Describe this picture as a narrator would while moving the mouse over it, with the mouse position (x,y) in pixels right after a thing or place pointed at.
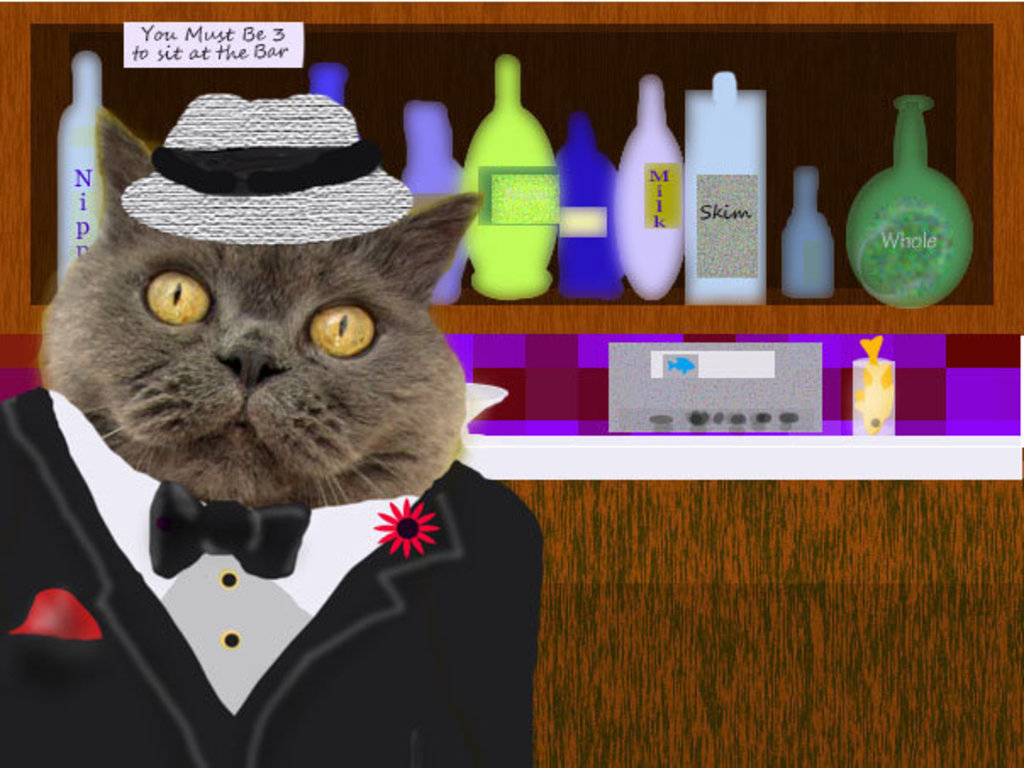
There is a cartoon image in which, there is a cat (406,401) wearing a cap (351,199) and suit (376,605). In the background (683,163), there are bottles (936,204) arranged on a shelf (897,323).
